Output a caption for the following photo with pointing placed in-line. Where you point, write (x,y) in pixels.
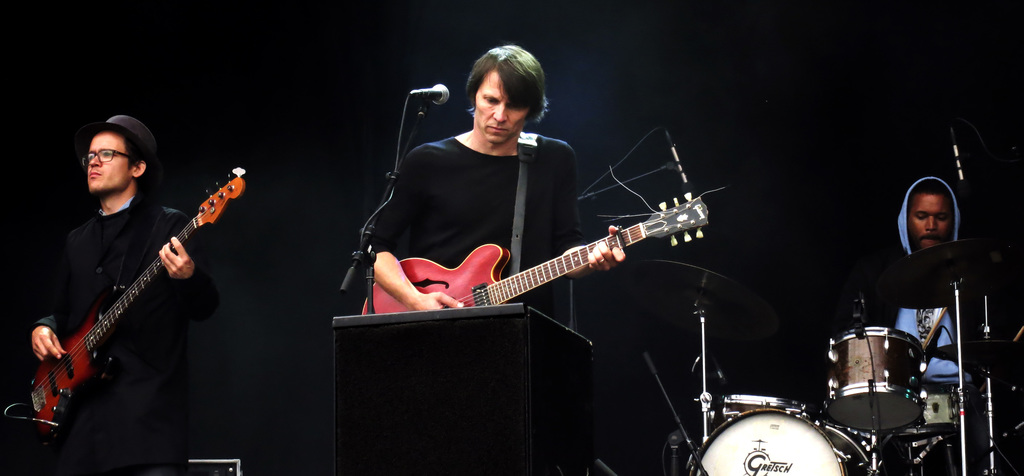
In this picture I can see there are three persons (59,305) and two of them are playing the guitar (442,280), there are microphones (393,196) in front of them. On to right (958,282) there is a person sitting and playing the drum set (899,420) and the backdrop (687,390) is dark.
